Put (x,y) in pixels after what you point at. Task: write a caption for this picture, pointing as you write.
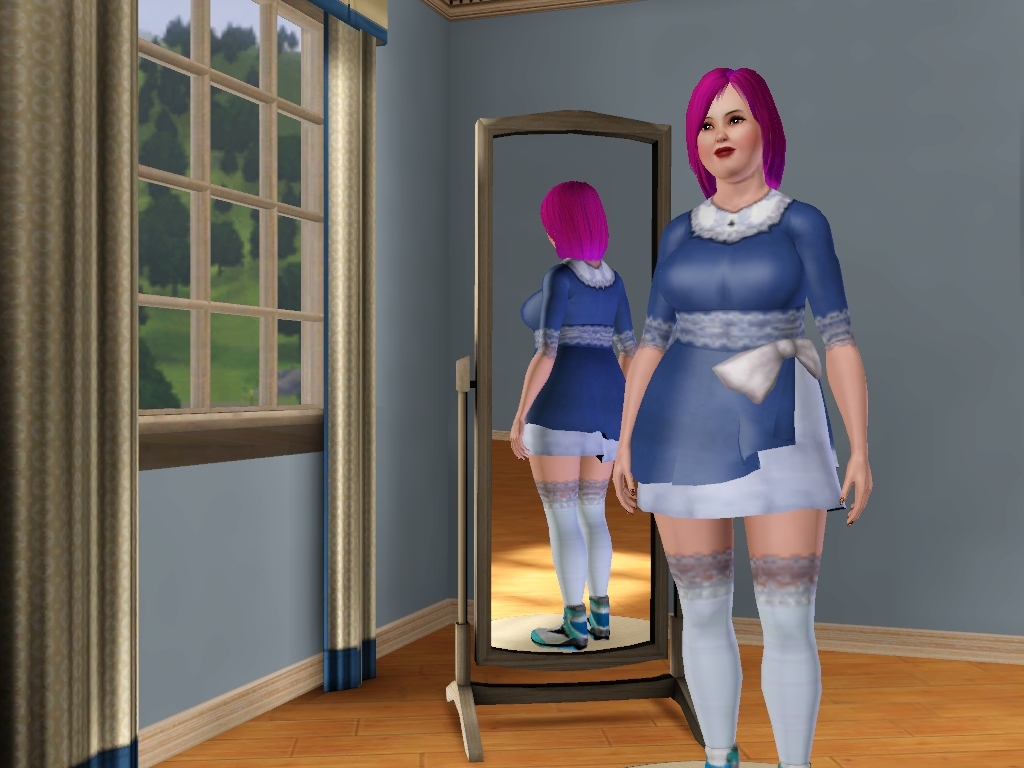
This is an animated image, in this picture there is a woman (722,559) standing in the floor (775,761), behind her we can see mirror (571,155), on this mirror (616,436) we can see reflection (569,337) of a woman (570,439). In the background of the image (357,156) we can see wall (668,69), glass window (281,77) and curtains (352,152), through glass windows (241,155) we can see grass (186,333), trees (229,48) and sky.
